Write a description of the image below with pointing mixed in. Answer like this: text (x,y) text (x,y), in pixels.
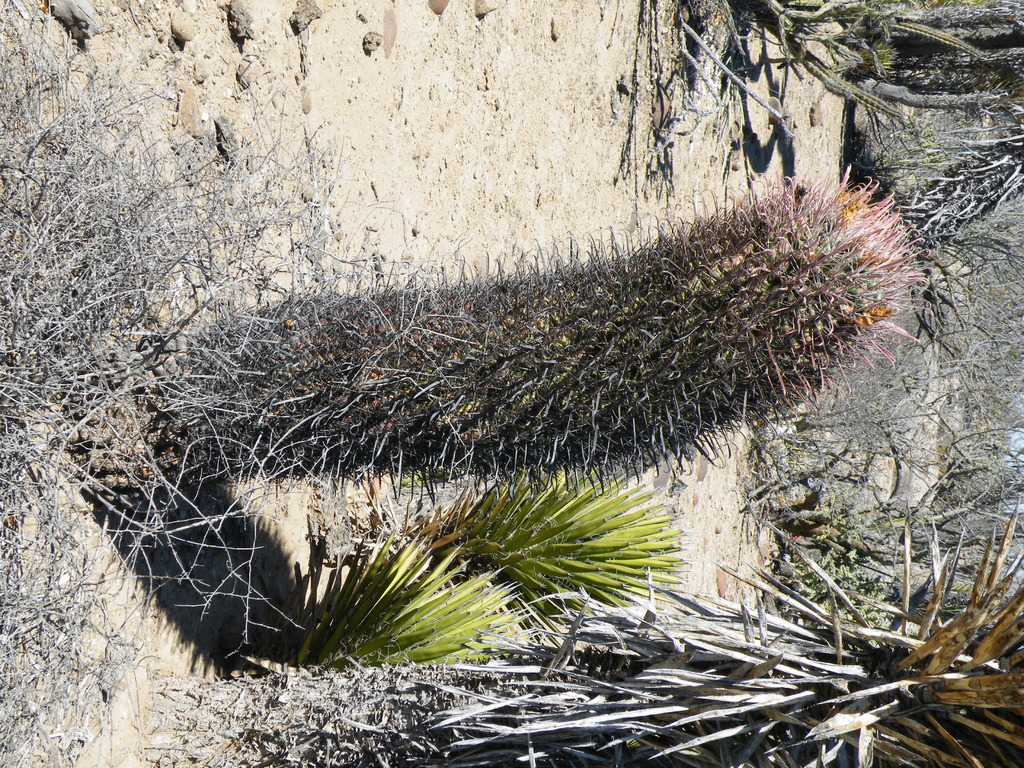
In this image, I think these are the cactus plants (607,371) with the thorns (542,423). On the right side of the image (1001,271), I can see the trees (1001,290). These are the small rocks (358,16) lying on the ground (422,126).
